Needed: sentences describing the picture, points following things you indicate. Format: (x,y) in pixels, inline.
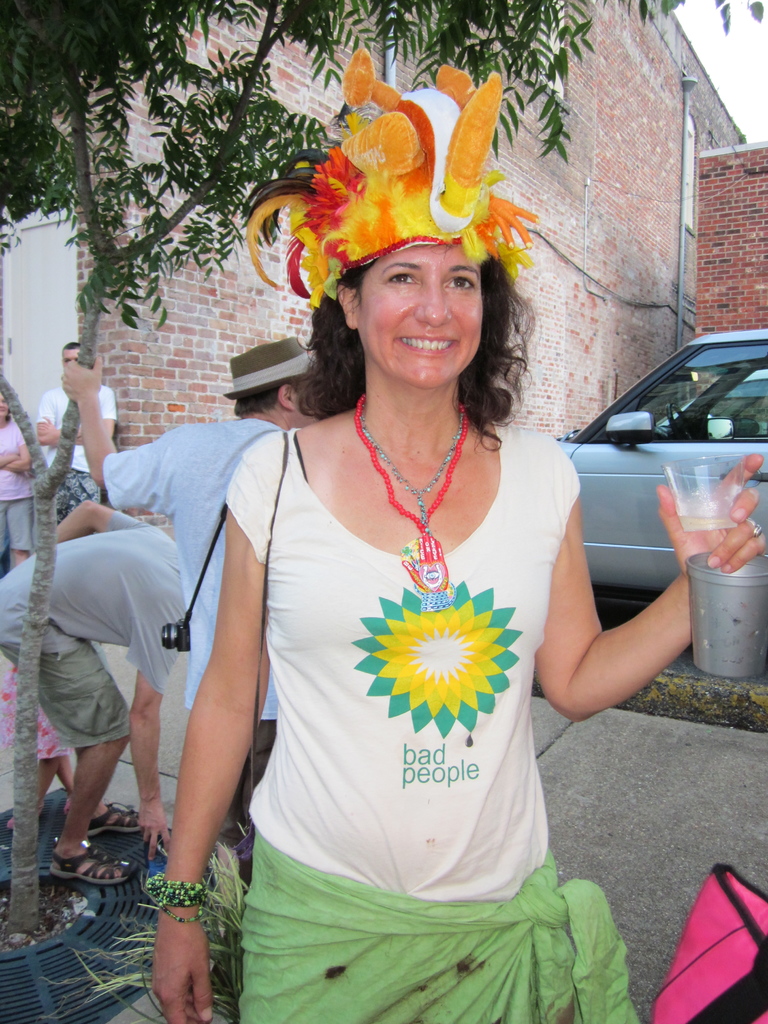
In the middle of the image (477,401) a woman (247,970) is standing, smiling and holding a glass (695,517) and she wear a cap (452,242). Behind her few people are standing and there are some trees (17,401), vehicles (725,350) and buildings (656,350).
